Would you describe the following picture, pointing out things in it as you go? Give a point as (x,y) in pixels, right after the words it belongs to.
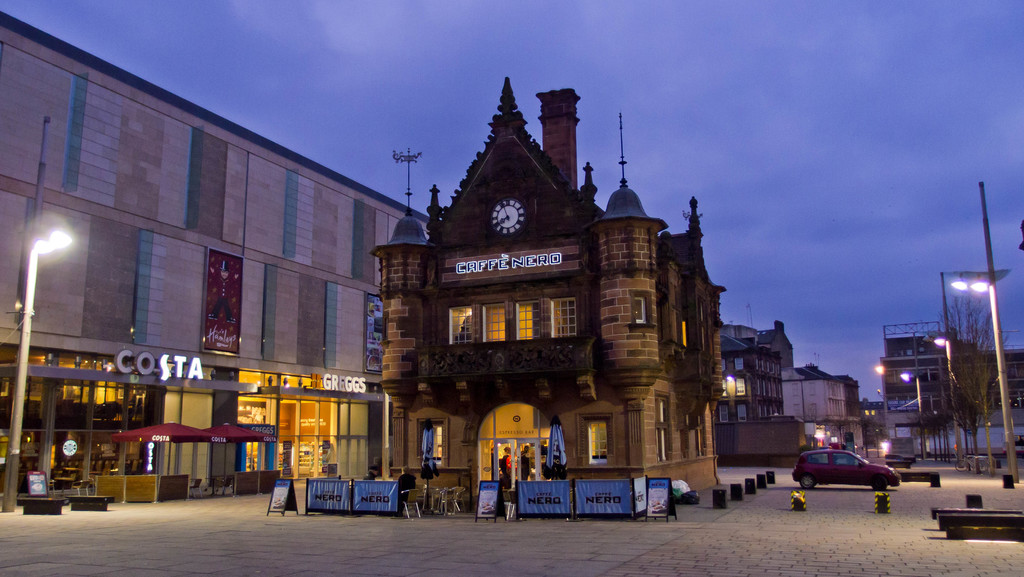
In the center of the image (516,255) there is a building (498,267) and clock (500,215). On the right side of the image (746,368) we can see buildings (936,395), street lights (958,277), car (830,467). On the left side of the image (189,252) we can see street lights (54,244), buildings (154,373), tents (247,432) and persons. In the background (852,169) we can see buildings (787,358), sky (729,91) and clouds (445,31).
